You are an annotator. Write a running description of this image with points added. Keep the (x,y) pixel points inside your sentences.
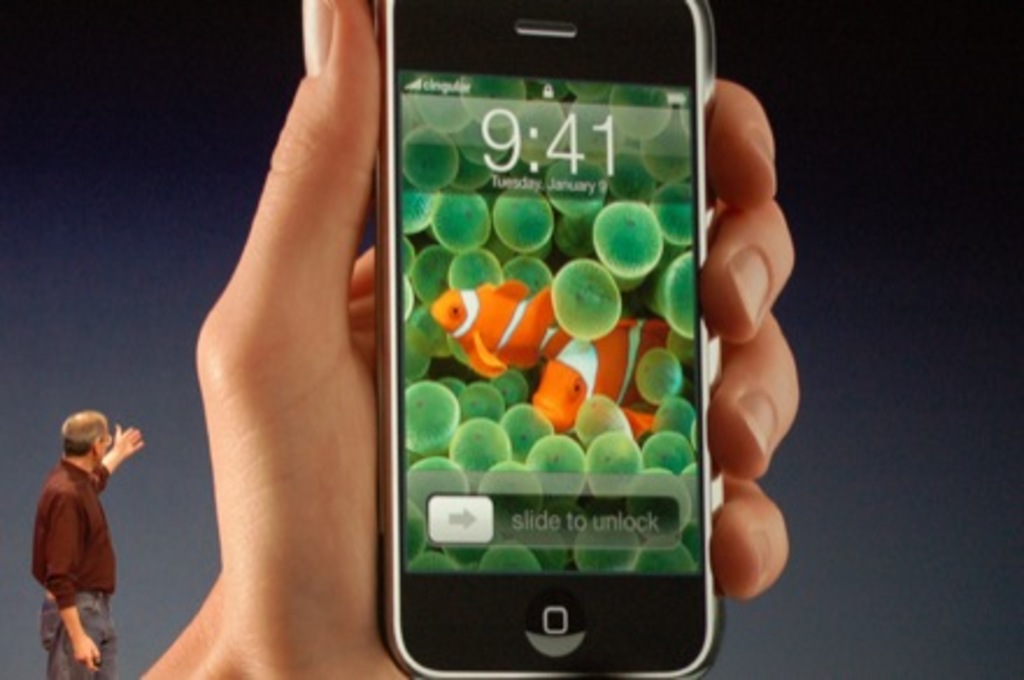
In this image we can see a hand (704,286) of a person (755,358). In the person hand (742,313), we can see a mobile (497,435). On the screen (457,299) of the mobile (456,461) we can see fishes (617,387), text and few objects (546,433). In the left bottom (115,469) we can see a person (65,485).
